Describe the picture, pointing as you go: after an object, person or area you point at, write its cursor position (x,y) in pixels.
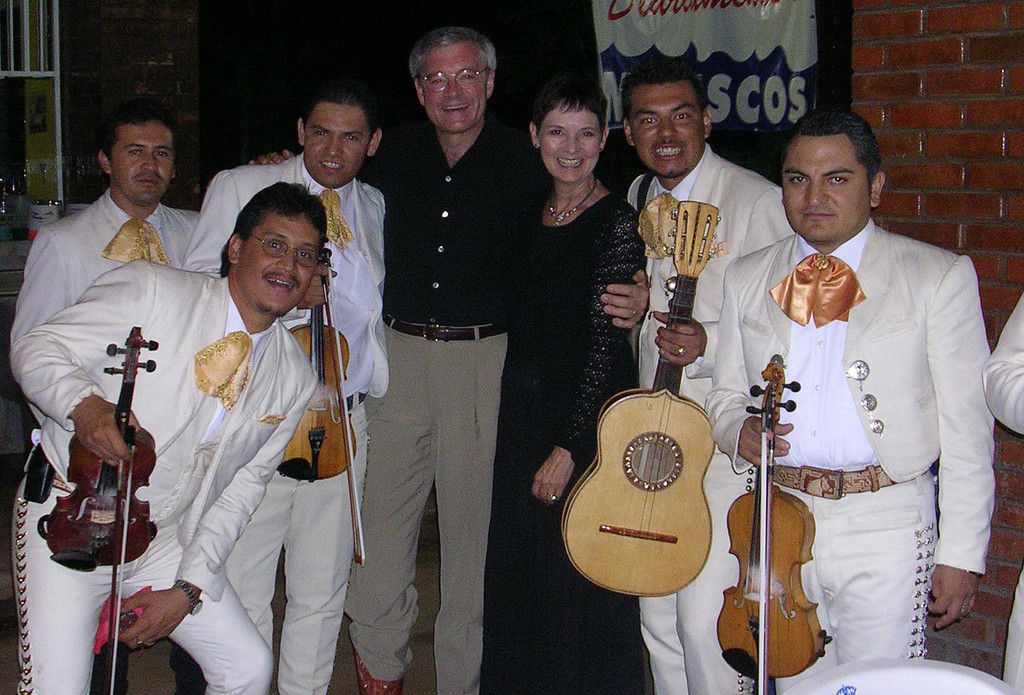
In this image a person (483,448) is standing, beside to him there is a woman (570,303). At the right side of the image (830,428) person (745,412) is holding a violin (780,576). Person (693,357) beside this woman (599,324) is holding a guitar (679,465). At the backside of this image (927,144) there is a red brick wall (952,154) on which a banner (686,29) is placed.
